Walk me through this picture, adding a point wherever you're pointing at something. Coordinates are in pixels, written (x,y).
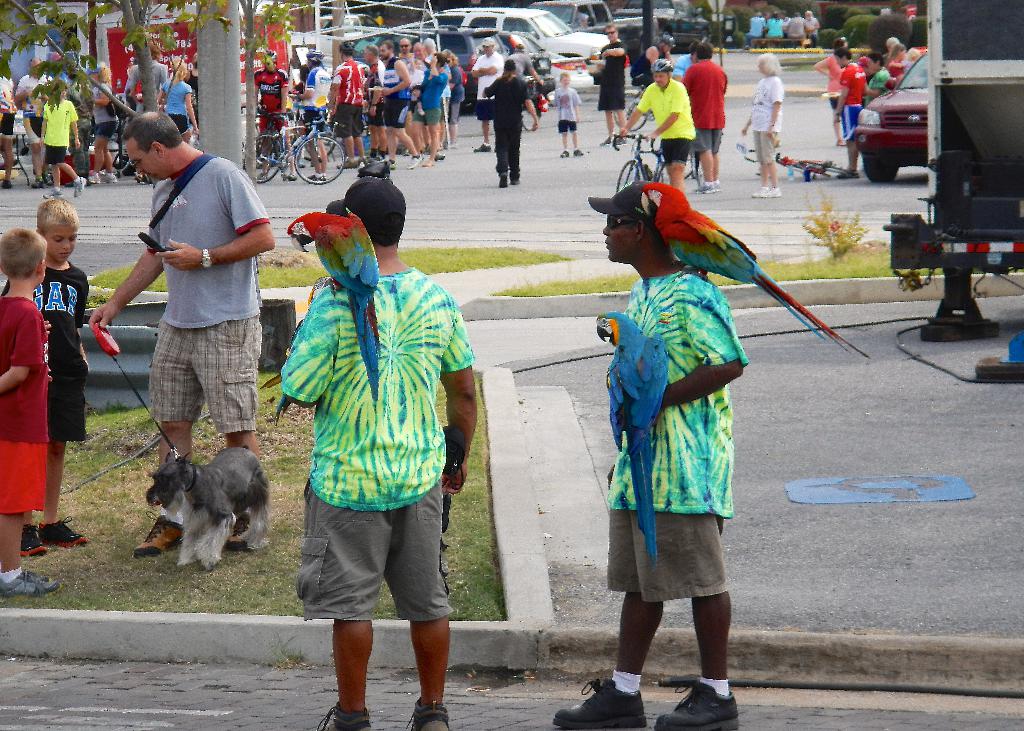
in this image many people (642,316) they are standing on the floor (554,195) some people (249,329) they are holding birds (337,271) and animals (212,519) and the behind the person (692,376) there are so many cars (583,61) are parking and some they are riding the cycles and the background (598,169) is a street (484,165).
